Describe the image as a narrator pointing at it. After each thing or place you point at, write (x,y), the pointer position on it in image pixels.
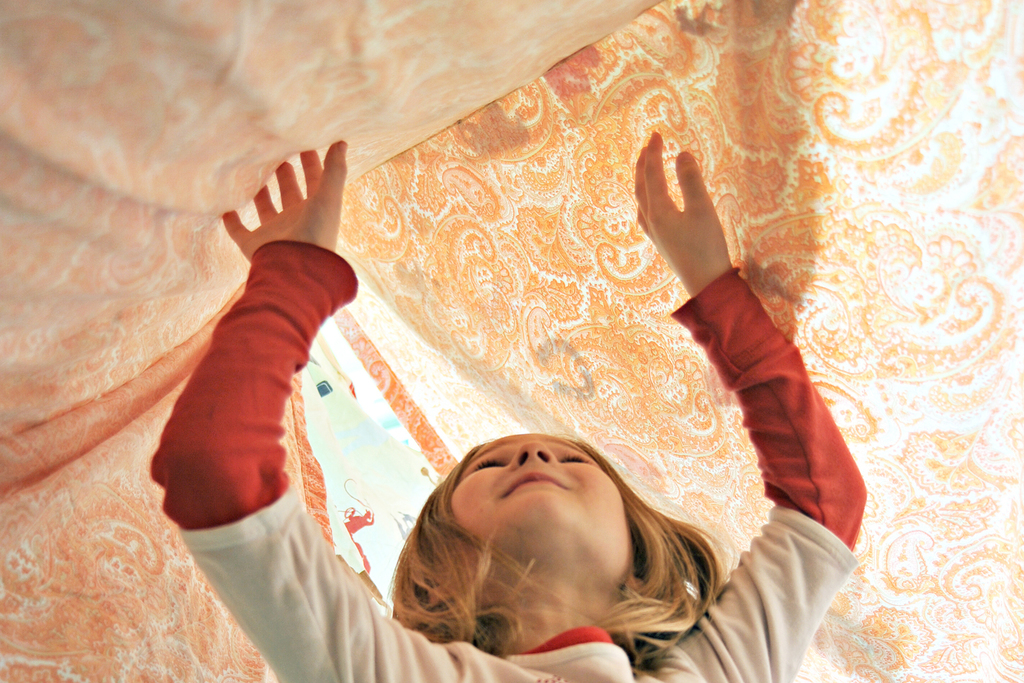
The girl (542,532) in the bottom of the picture (308,591) is wearing a white and red T-shirt (292,552). I think she is standing under the orange tent (472,297) or a cloth (571,357). In the background (382,420), we see a cloth (389,444) in white color.
